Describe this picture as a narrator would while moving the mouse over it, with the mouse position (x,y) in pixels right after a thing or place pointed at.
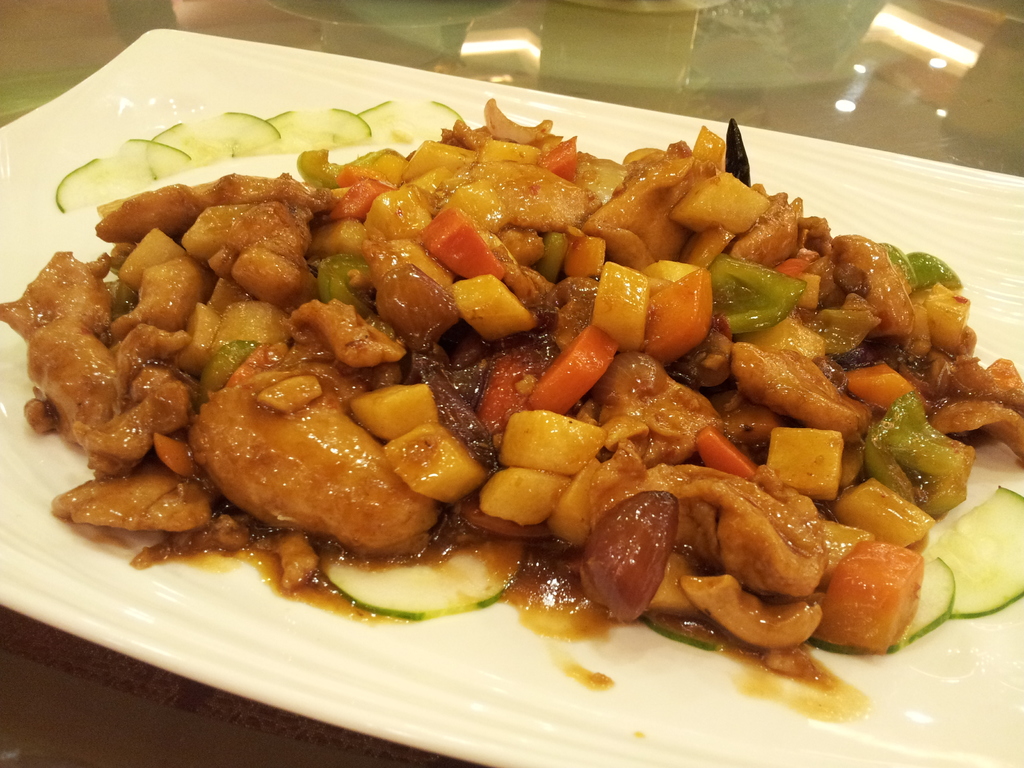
In this image there is a table (843,56) and we can see a plate (240,629) containing food (429,578) placed on the table (169,724).
